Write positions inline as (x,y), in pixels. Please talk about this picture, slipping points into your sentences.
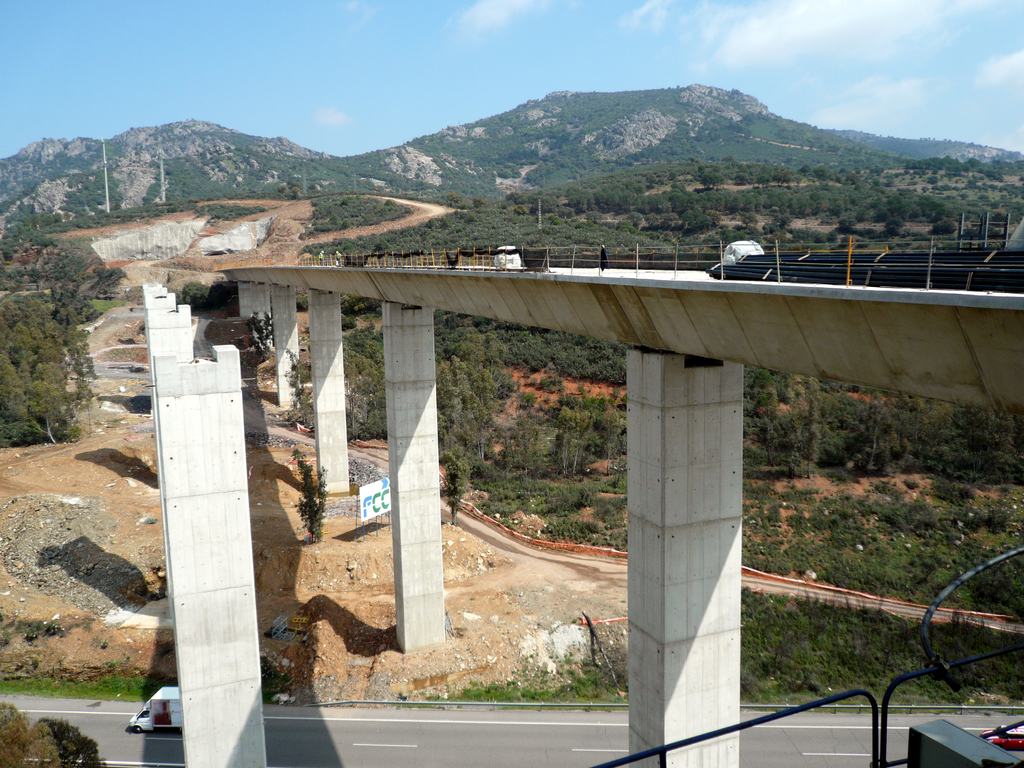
In this image, we can see a bridge (733,346). There are pillars (227,447) on the left side of the image (221,492). There is a vehicle (169,695) on the road (148,743) which is in between pillars (648,673). There are hills (643,166) in the middle of the image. There is sky (327,117) at the top of the image (499,78).
